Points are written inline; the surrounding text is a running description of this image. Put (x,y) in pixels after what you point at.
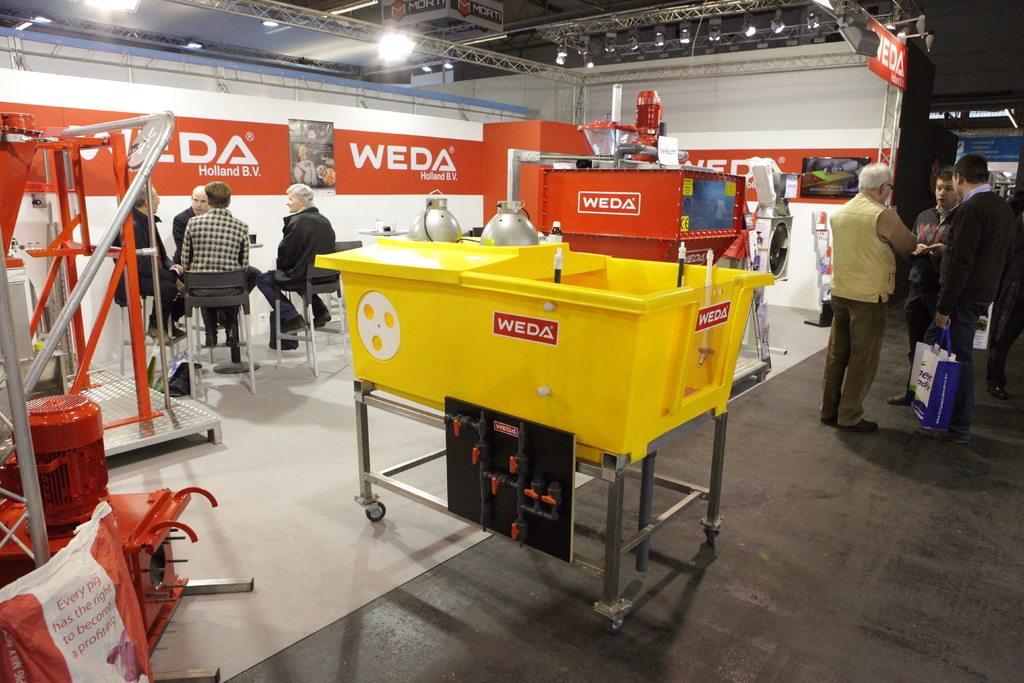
On the background (474,149) we can see hoardings (741,150) and few machines (496,374) over here on the floor (792,444). We can see few persons (969,426) standing and holding carry bags (945,357) at the right side of the picture (991,303) and at the left side (202,301) we can see few persons (199,200) sitting on chairs (314,364).
